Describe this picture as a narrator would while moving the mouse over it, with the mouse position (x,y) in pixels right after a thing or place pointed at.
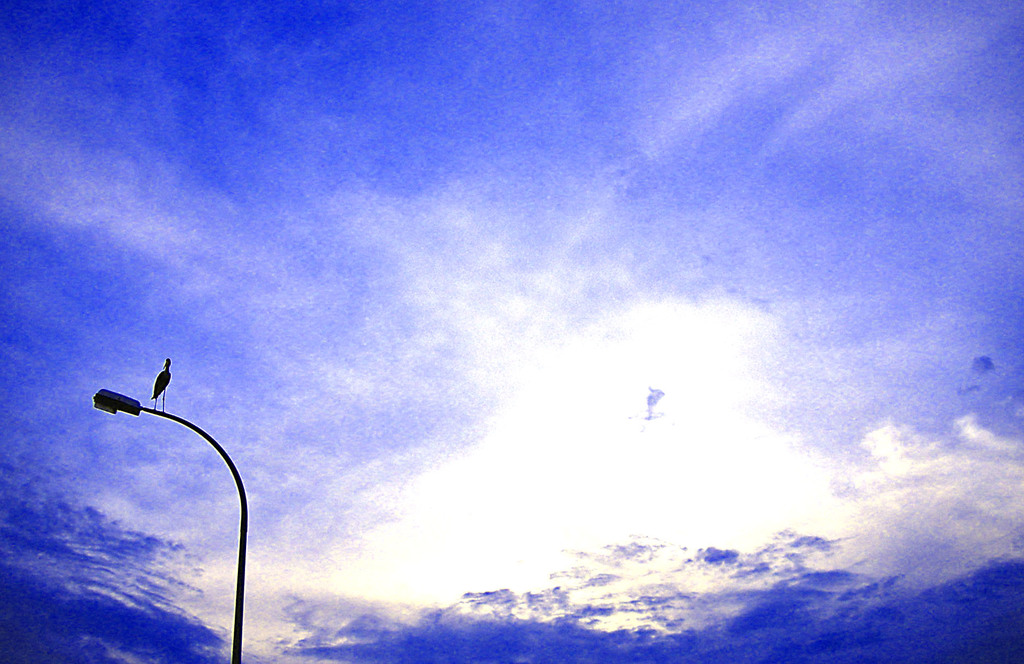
In this image, we can see a bird (159,390) on a street light (106,409) and in the background (524,266), there is sky (535,296).
